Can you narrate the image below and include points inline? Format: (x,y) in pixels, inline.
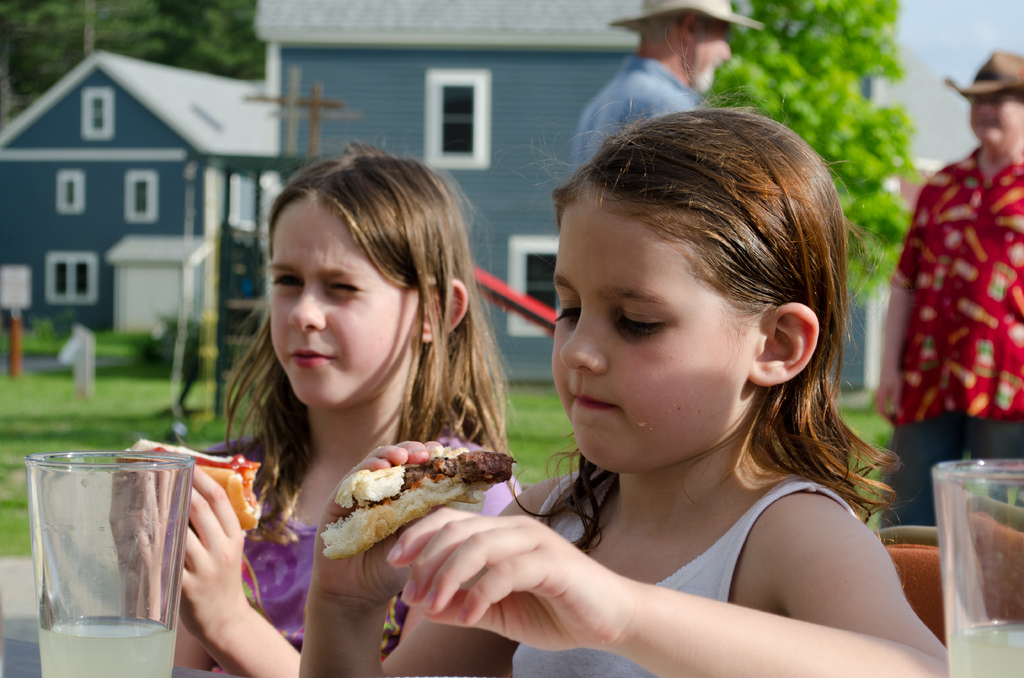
In this image in the foreground (391,323) there are two girls (457,384) who are holding food item (353,515), and on the left side (153,541) there is one glass (139,559). In the background (982,186) there are two persons (703,86) who are standing, and they are wearing hats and also in the background (188,76) there are some houses (359,57) and trees (780,85). On the right side (974,558) there is one glass (957,600), in the center (542,432) there is a grass (124,342) and some poles (18,341).
